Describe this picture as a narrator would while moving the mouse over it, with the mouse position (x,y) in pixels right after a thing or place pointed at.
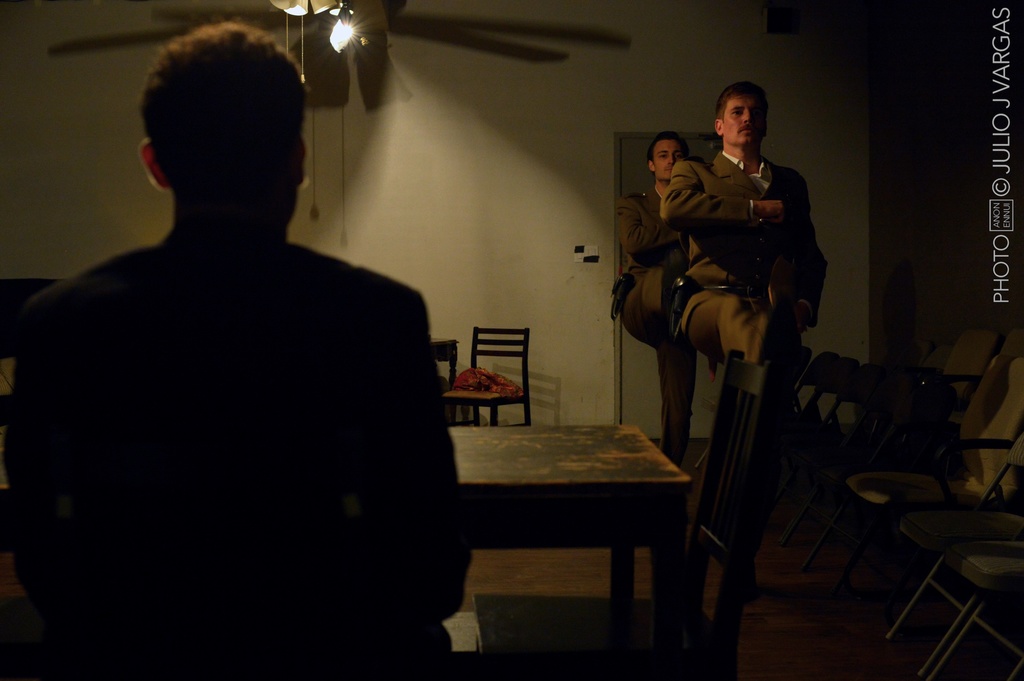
To the right side (709,275) there are two men (719,226) standing on one leg (669,381). There are in uniform (721,259). And to the right corner (977,519) there are few chairs (910,476). And to the left side (43,441) there is a man (102,413) sitting. In front of him there is a table (556,446). In front of the table (538,443) there is a chair (496,402). On the top (344,30) there is a light (330,36).
